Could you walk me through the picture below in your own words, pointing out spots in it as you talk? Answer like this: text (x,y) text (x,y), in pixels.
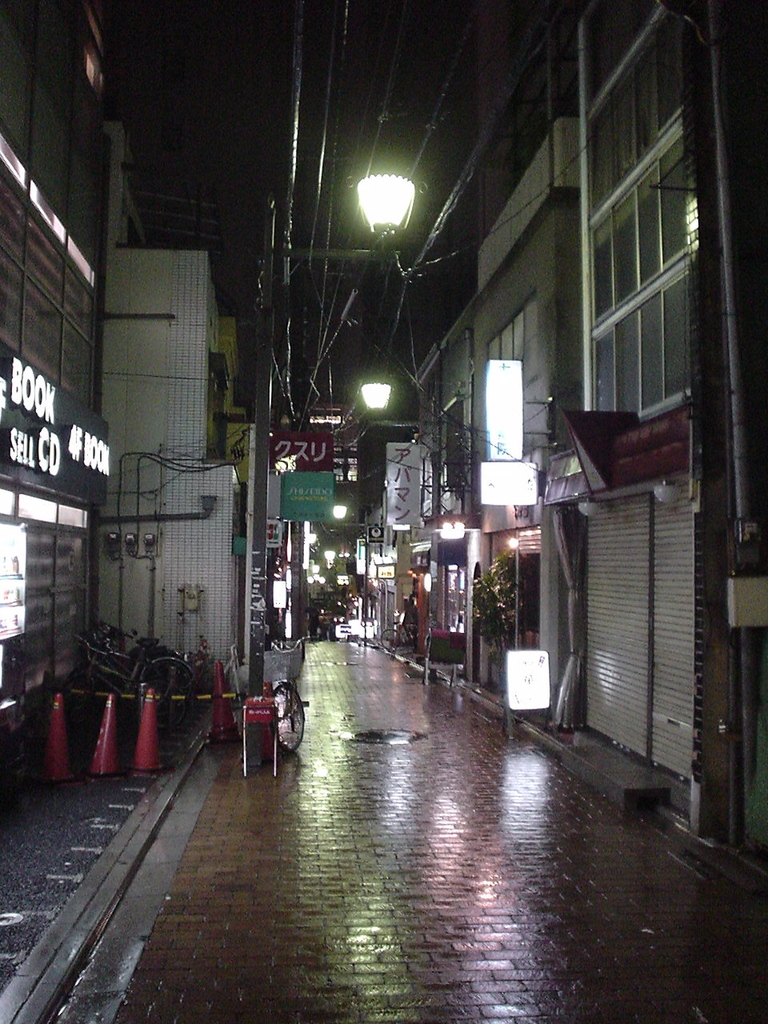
In this image we can see street (422,828). There are many buildings (342,459). Also we can see shutters (601,633). There are lights (378,183). On the left side (55,766) we can see traffic cones (111,718). Also there are names (54,397) on the buildings (150,402).
